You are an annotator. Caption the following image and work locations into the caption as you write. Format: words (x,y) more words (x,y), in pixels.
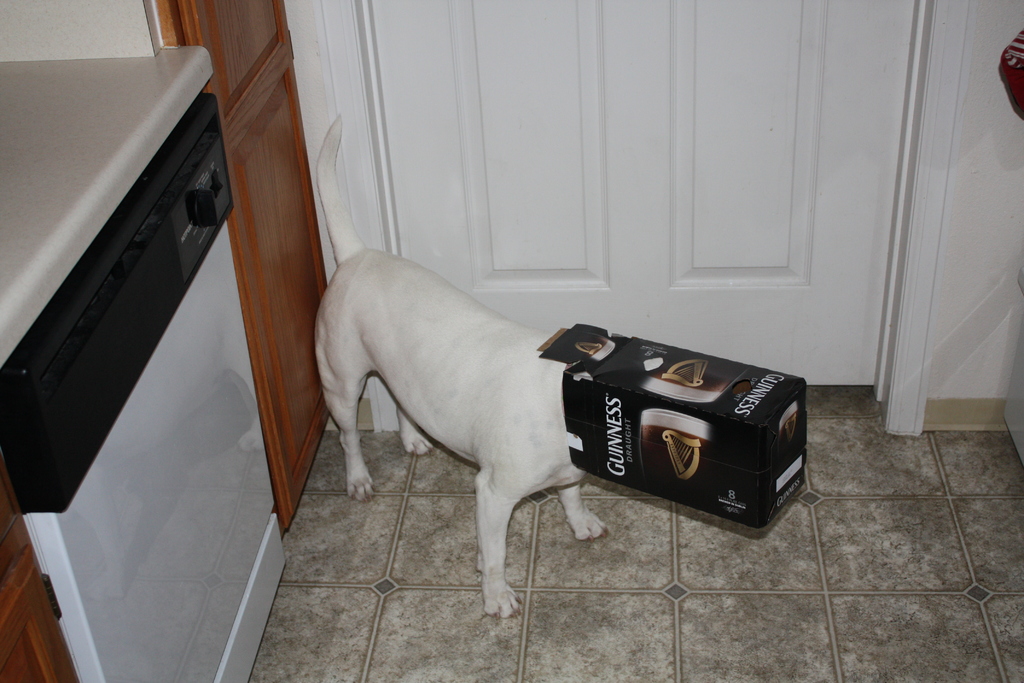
In the center of the image (361,306) there is a dog (334,341) and its head (571,457) covered with box (705,447). In the background (755,236) we can see door (799,121) and wall (988,142). On the left side of the image (187,395) we can see dish washer (184,387) and cupboard (256,141).
